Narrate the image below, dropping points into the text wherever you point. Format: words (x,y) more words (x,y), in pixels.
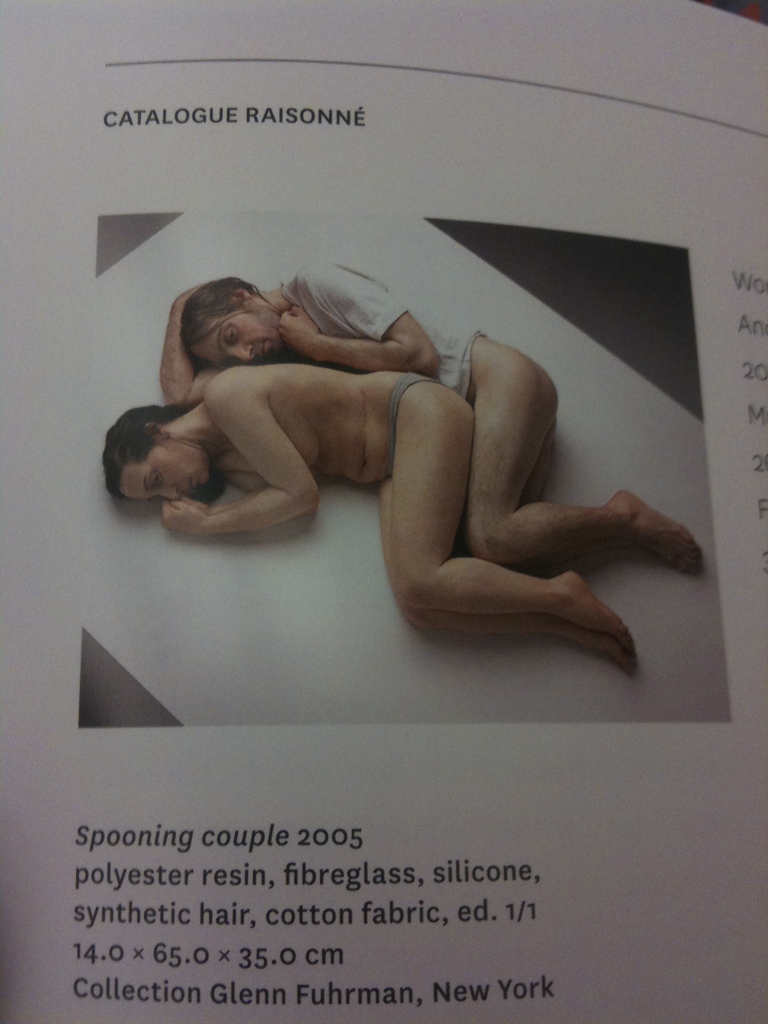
In this image I can see a paper (603,857) on which I can see few words (314,878) written with black color and a picture (342,655). In the picture (456,688) I can see two persons (551,535) are sleeping on the white colored surface (305,604).
